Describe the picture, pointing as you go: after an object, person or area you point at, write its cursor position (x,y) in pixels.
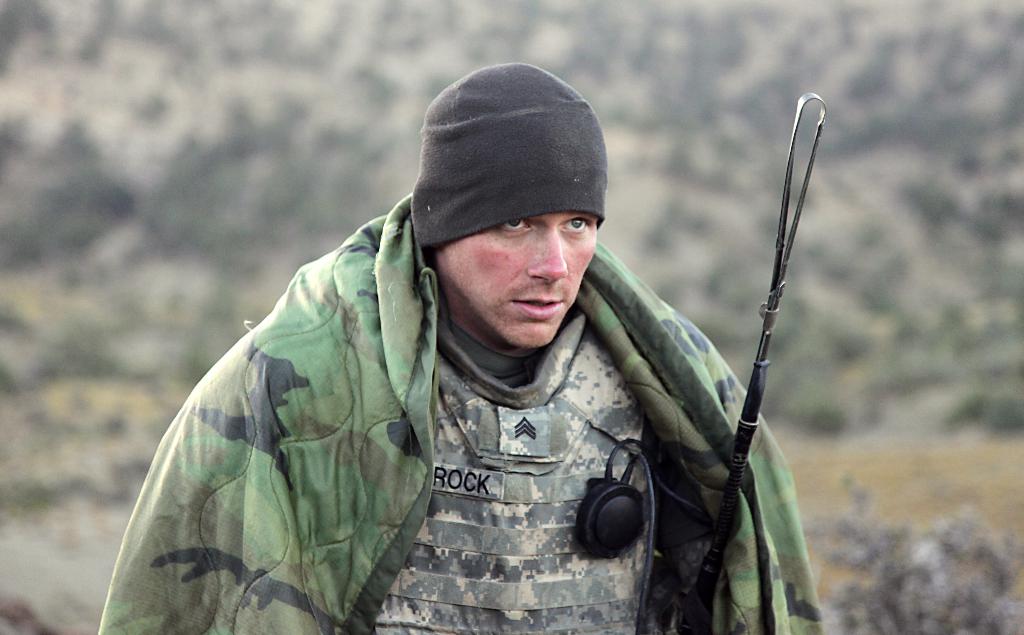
In the center of the image (399,274), we can see a person (513,284) wearing cap (524,173) and coat (715,498) and with an antenna (731,492) and the background (375,57) is blurry.
